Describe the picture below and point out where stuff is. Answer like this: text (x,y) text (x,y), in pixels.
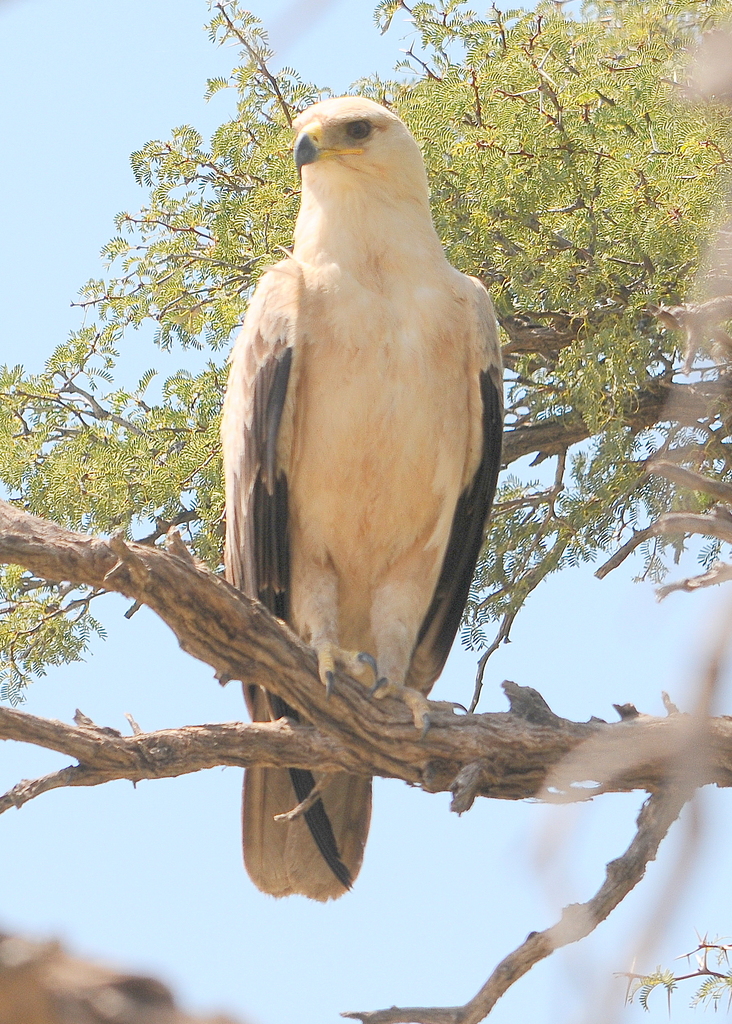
In this image there is a bird (262,548) visible on trunk (18,557) of tree (44,661), there is a tree (628,76), the sky (141,332) in the middle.
